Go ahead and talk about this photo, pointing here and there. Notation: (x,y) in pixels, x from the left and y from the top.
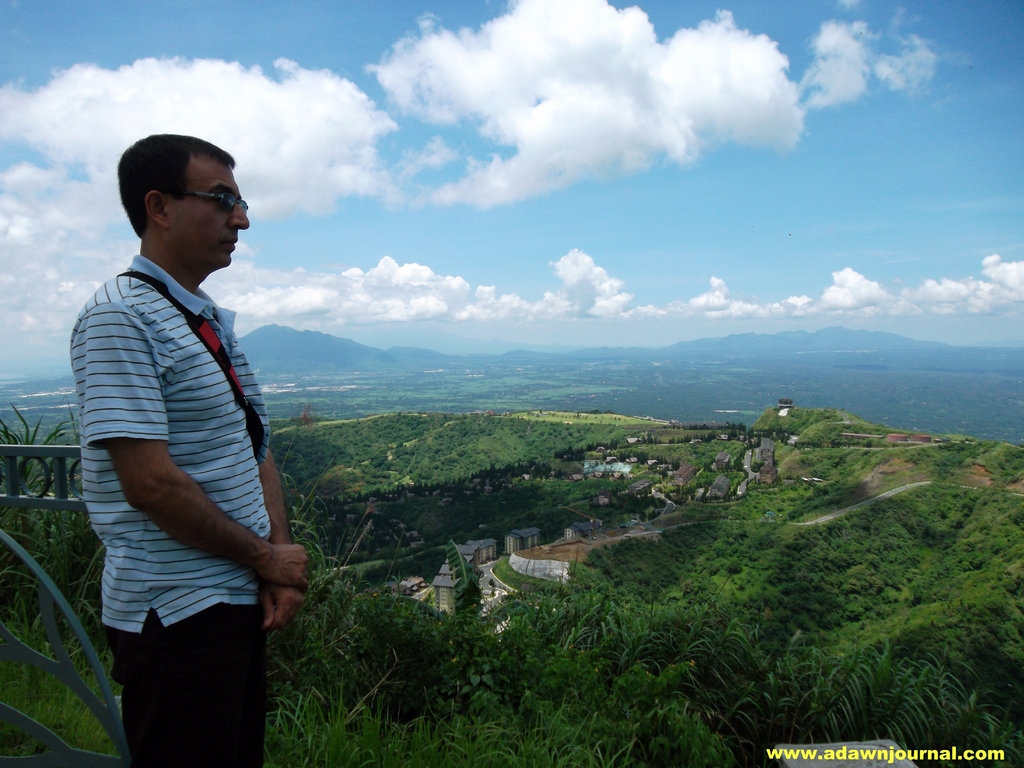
In this image I can see the person (180,457) standing and wearing the specs (237,211). In the background (386,429) I can see many trees (645,515) and houses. I can also see the mountains (298,348), clouds (615,137) and the sky (456,157).
